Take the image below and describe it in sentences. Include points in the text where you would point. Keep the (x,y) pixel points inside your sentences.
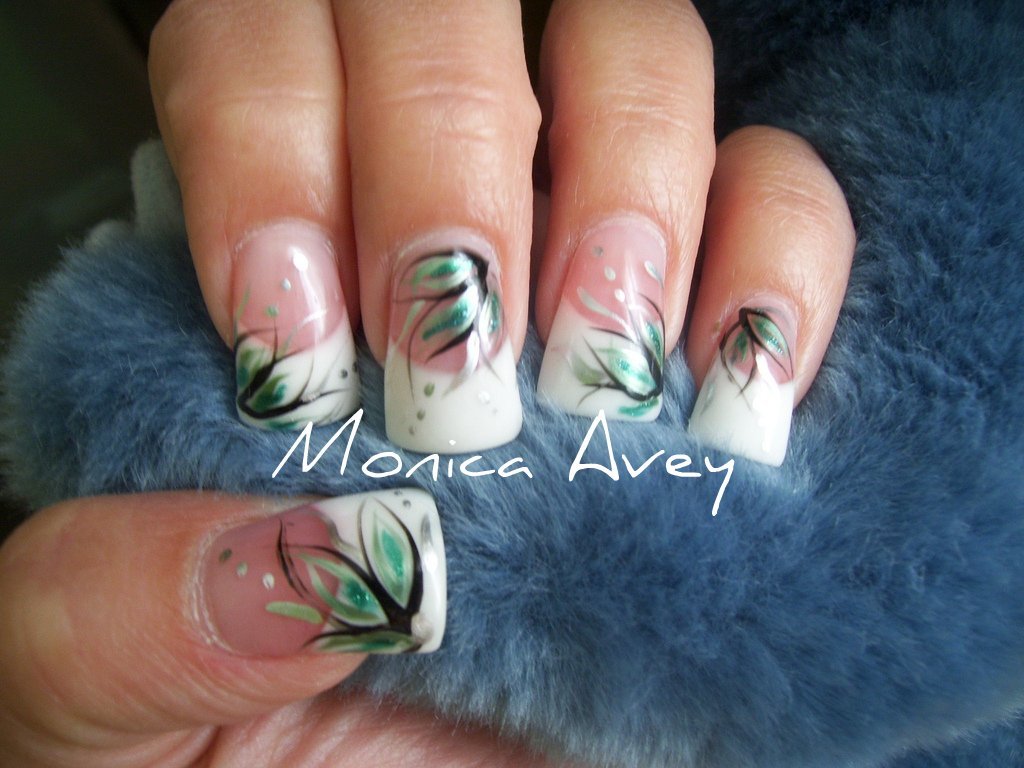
In this picture I can see a human hand (426,501) with nail paint (408,435), it looks like a cloth (649,652). There is the text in the middle (592,445).
